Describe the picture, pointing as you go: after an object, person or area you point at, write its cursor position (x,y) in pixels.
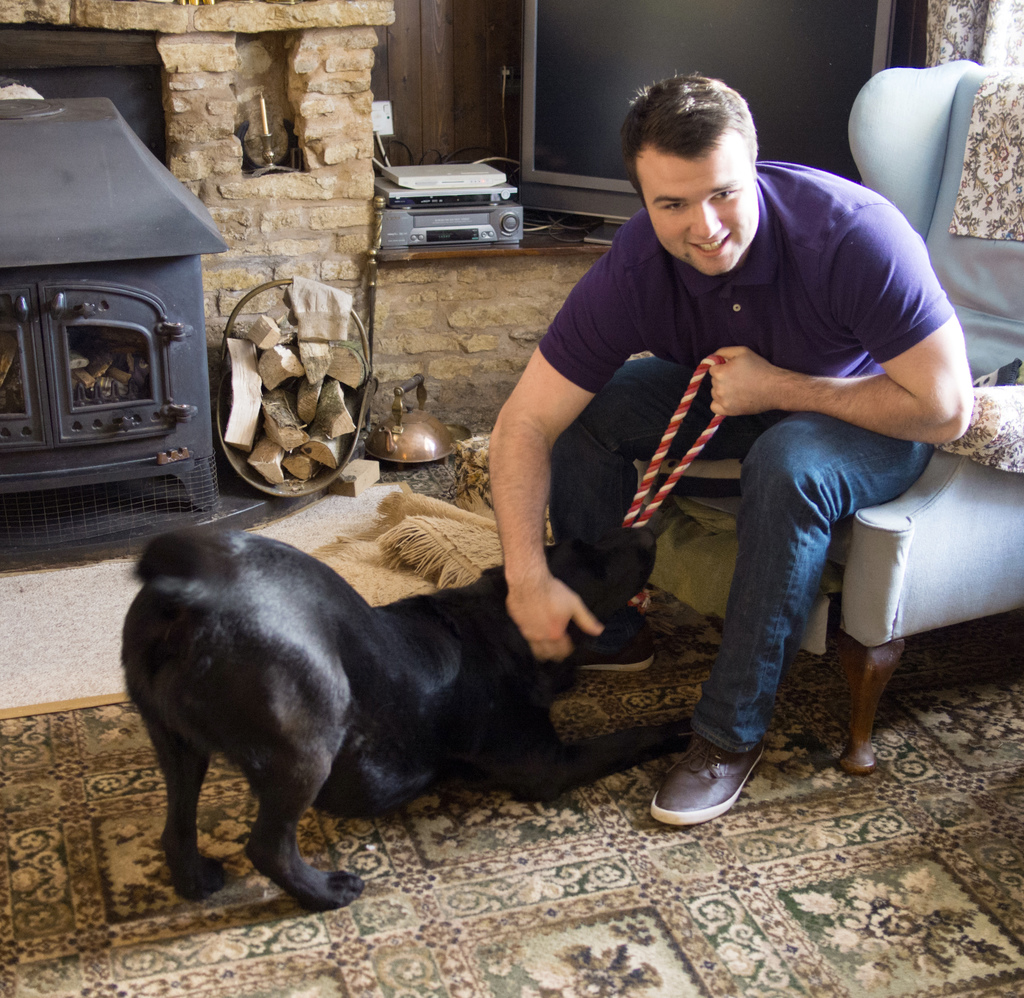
In this picture we can see a man (957,402) who is sitting on the chair (949,583). This is dog (326,686). On the background (305,265) we can see a wall (387,145). This is television (559,116) and this is floor (75,641).
